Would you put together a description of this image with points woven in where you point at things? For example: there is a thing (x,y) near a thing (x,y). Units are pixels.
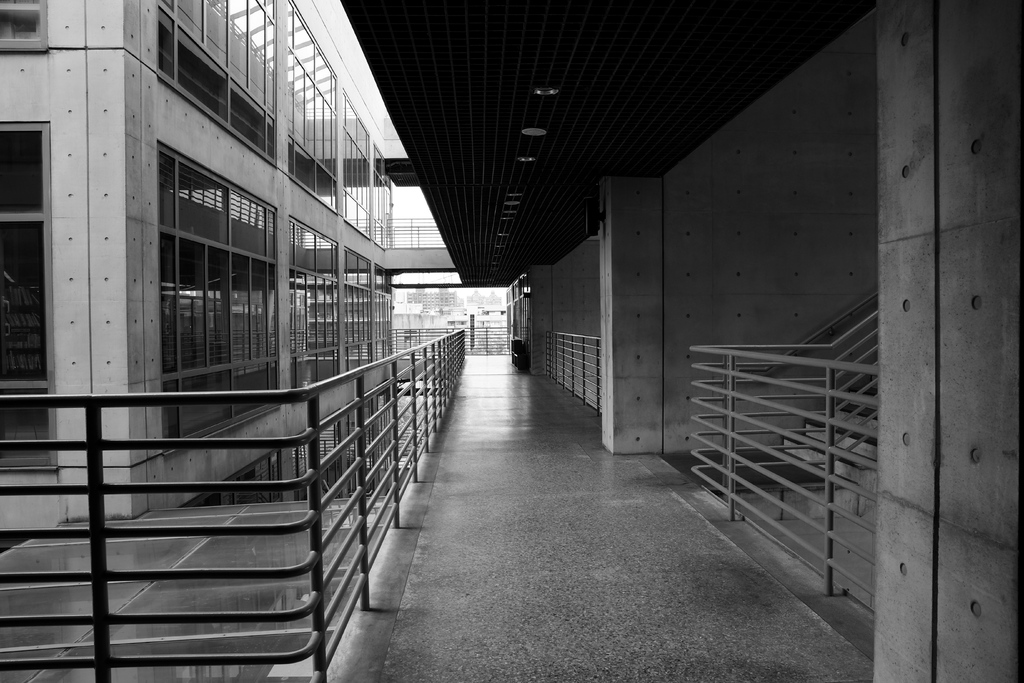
Black and white picture. Building (230,186) with glass windows (238,215). Beside this building (328,209) there is a fence (327,459).
